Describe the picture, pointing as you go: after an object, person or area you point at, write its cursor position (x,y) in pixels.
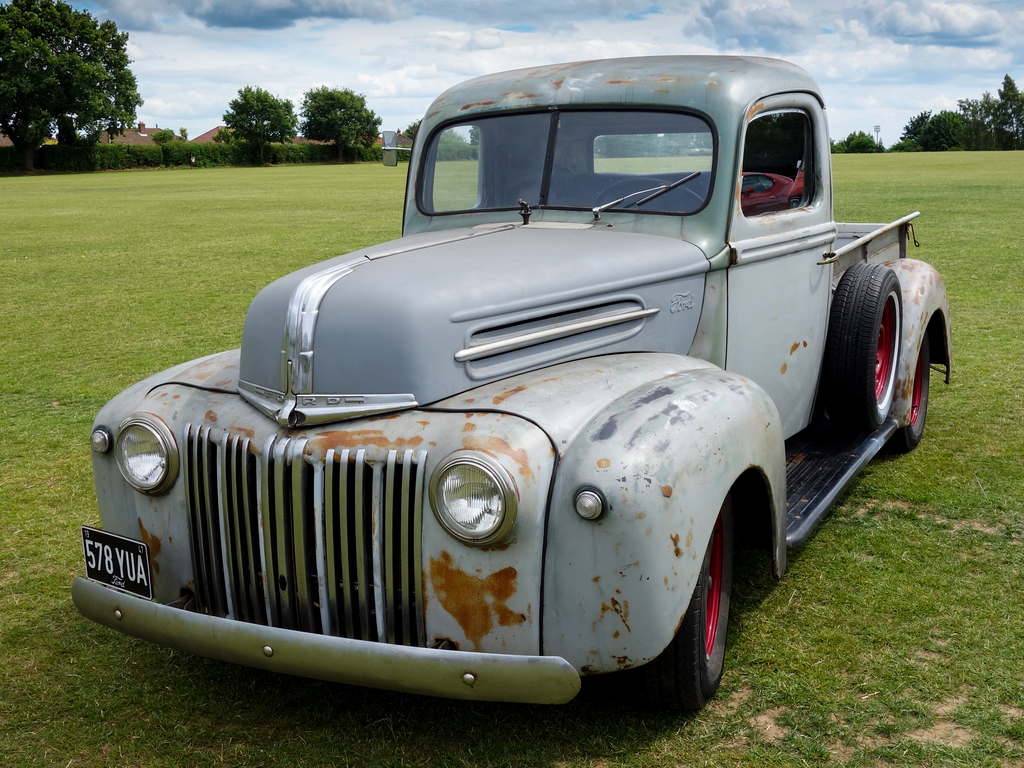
There is a gray color vehicle (884,370) on the grass (977,381) on the ground (951,212). In the background (253,95), there are trees (236,122), houses (142,132), plants (159,140) and clouds (264,77) in the sky (404,78).
